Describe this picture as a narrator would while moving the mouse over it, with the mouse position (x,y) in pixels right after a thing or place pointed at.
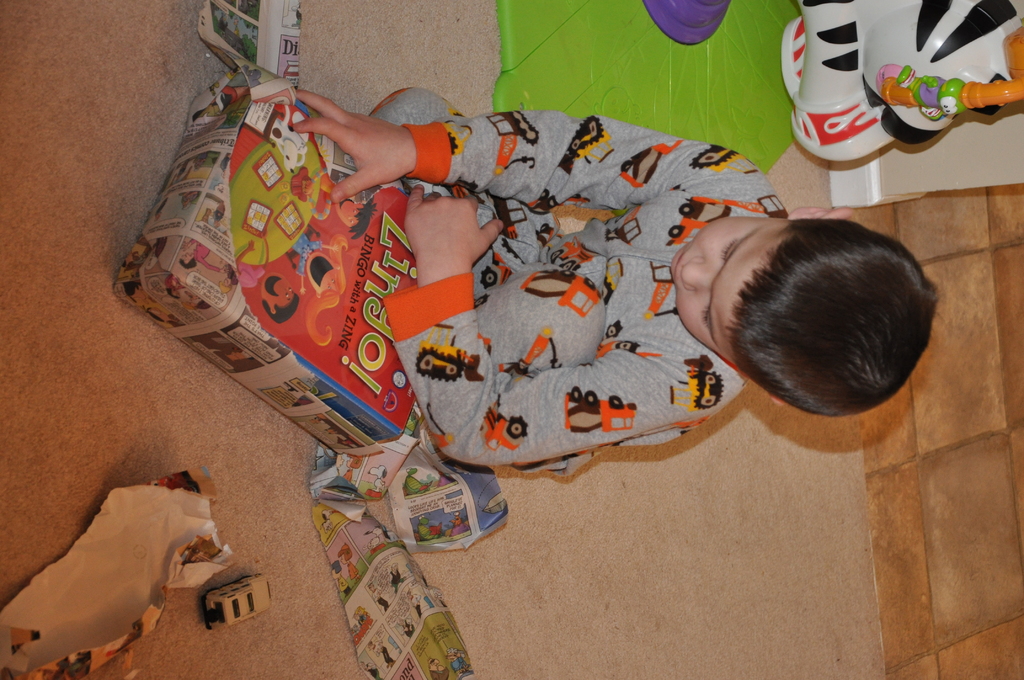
In this image I can see a boy (535,390) sitting and the objects (295,260) on the floor (787,157). There is a toy (954,65) in the top right (905,21) top corner and in the right side of image (896,384) there is a floor (987,520) with brown tiles (952,399).
